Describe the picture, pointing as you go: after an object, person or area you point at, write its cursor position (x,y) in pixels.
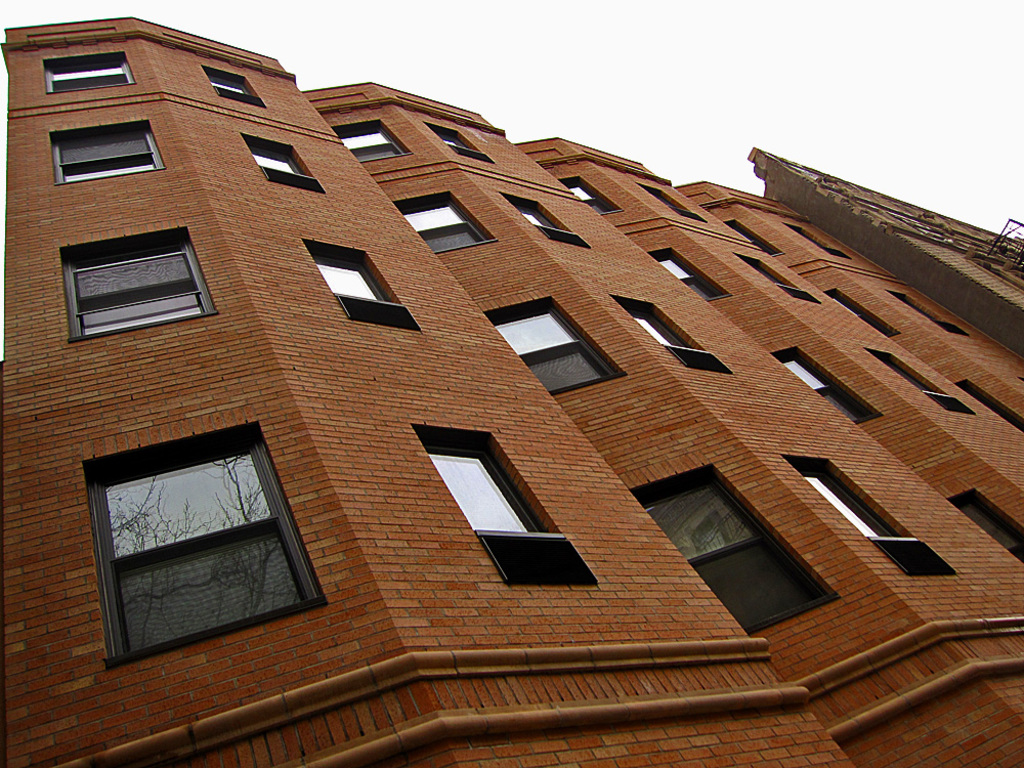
In this image we can see two buildings (681,539). There are many windows (661,490) to a building (165,436). There is a reflection (202,564) of a tree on the window glass (210,563).
